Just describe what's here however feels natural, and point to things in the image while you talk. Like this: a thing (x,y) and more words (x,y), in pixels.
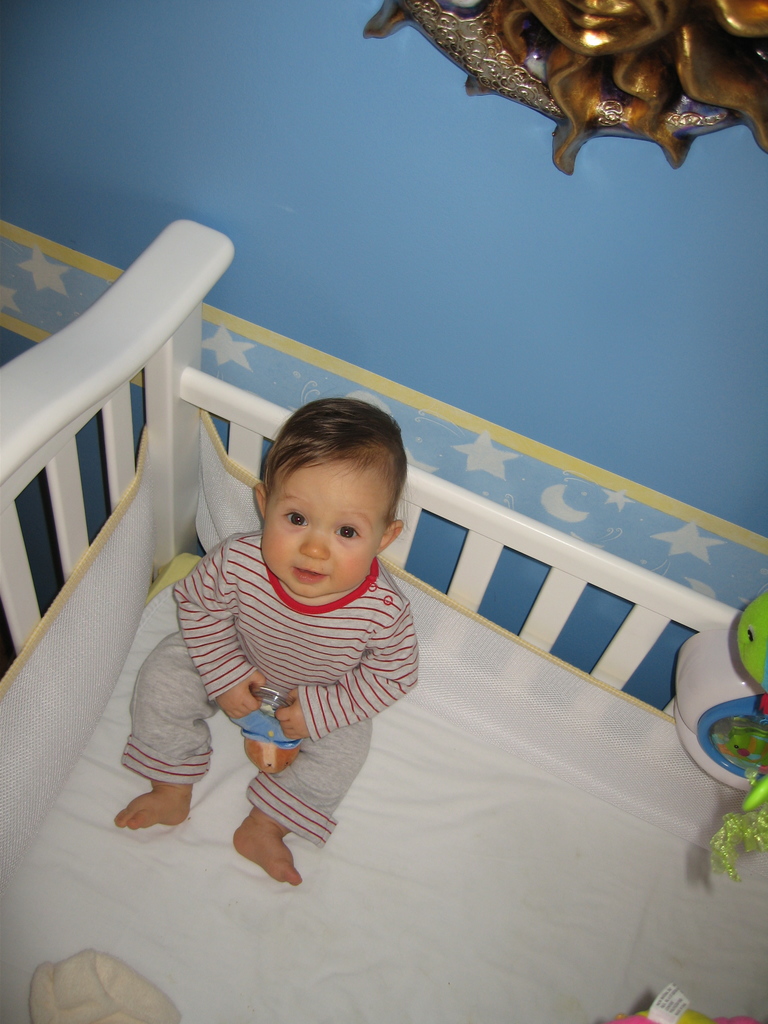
Baby (288,559) is sitting on a bed (198,796) and holding a toy (274,747). Decorative object (718,115) on this blue wall (567,195). Here we can see things (117,1010). On the wall (630,500) there are pictures (567,509) of stars (479,453) and moons (559,501).
